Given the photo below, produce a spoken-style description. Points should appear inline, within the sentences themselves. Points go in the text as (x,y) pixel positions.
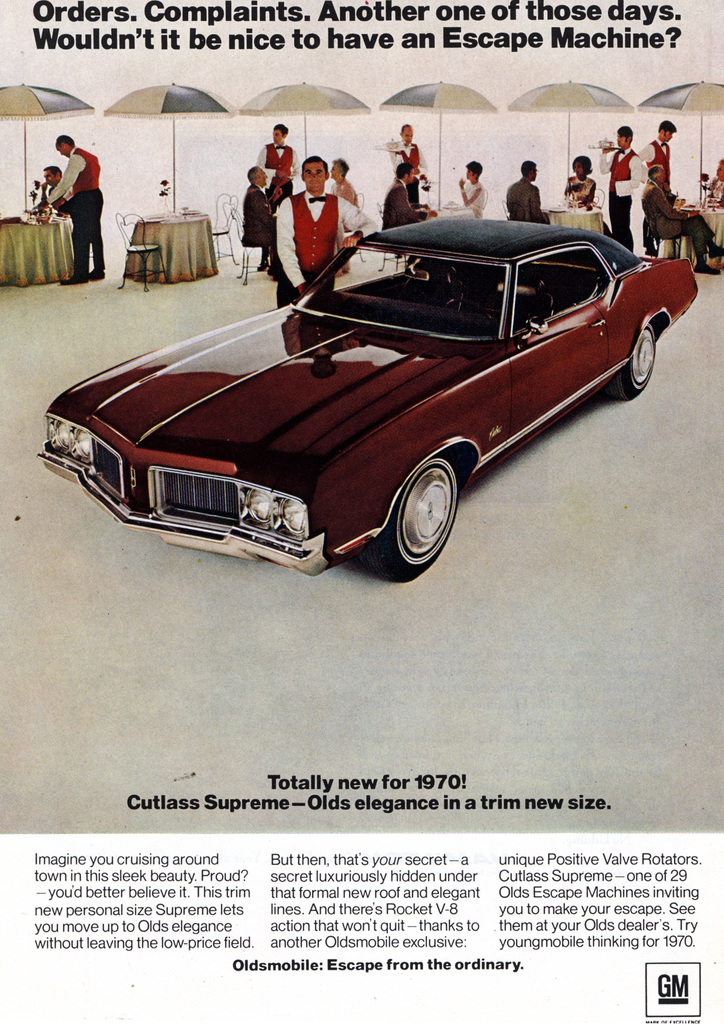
In this image we can see a poster (543,48) with some text (559,39) and image of a car (465,357) and few people (77,171), some of them are sitting on the chairs (223,233), some of them are standing and holding some objects (602,149) and a person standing near the car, there are tables (146,237) covered with cloths (188,235) and umbrellas (15,97).
